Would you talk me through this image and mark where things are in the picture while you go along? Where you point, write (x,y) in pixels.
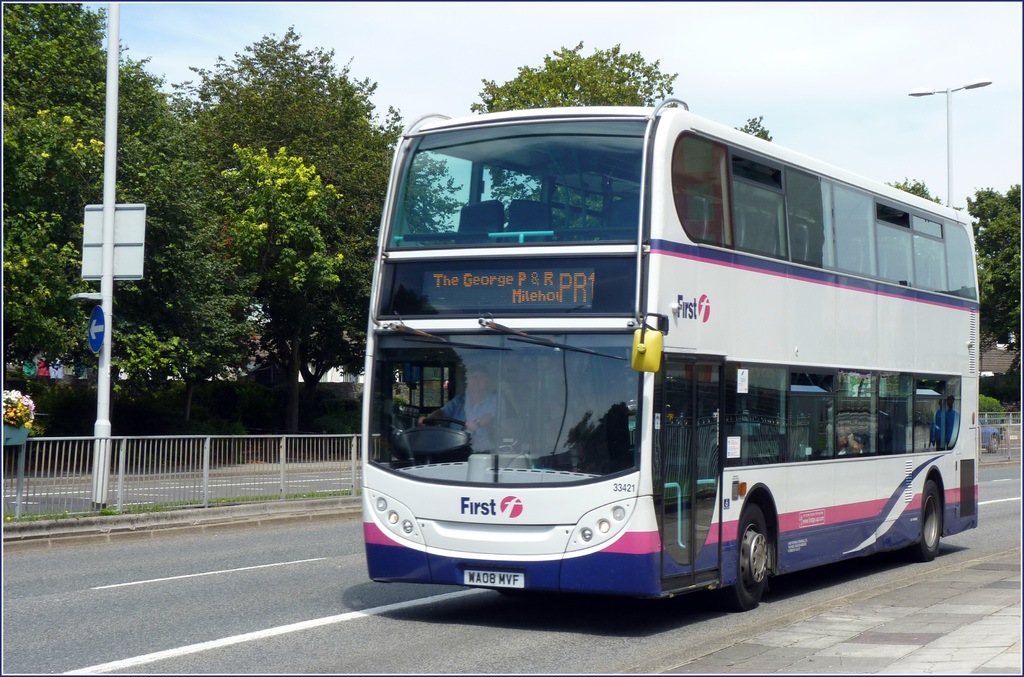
In this image we can see a bus (554,568) on the road (508,613). In the background (177,208), we can see trees (172,212), fence (280,447), car (999,434) and sign board (96,319). At the top of the image (401,54), we can see the sky (775,73). There is a house (1009,363) on the right side of the image (1005,351). We can see the flowers (14,416) on the left side of the image (17,412).
